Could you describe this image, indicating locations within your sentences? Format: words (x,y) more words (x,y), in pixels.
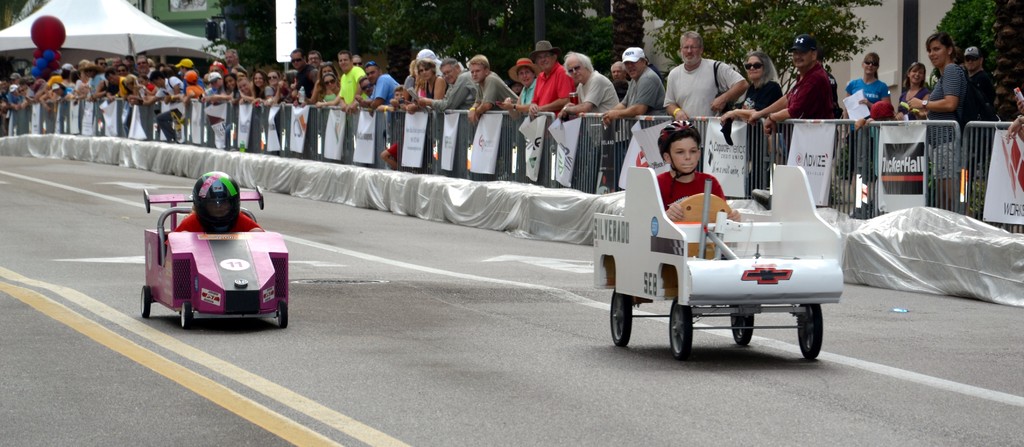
In this image, there are two persons (224,199) riding the vehicles (260,289) on the road (476,325). There are banners (219,113) hanging to the barricades (957,161) and I can see groups of people (531,99) standing. At the top left corner of the image (145,39), I can see a canopy tent (103,53) and an object (65,31). In the background (531,27), there are trees (728,19) and buildings (891,37).
